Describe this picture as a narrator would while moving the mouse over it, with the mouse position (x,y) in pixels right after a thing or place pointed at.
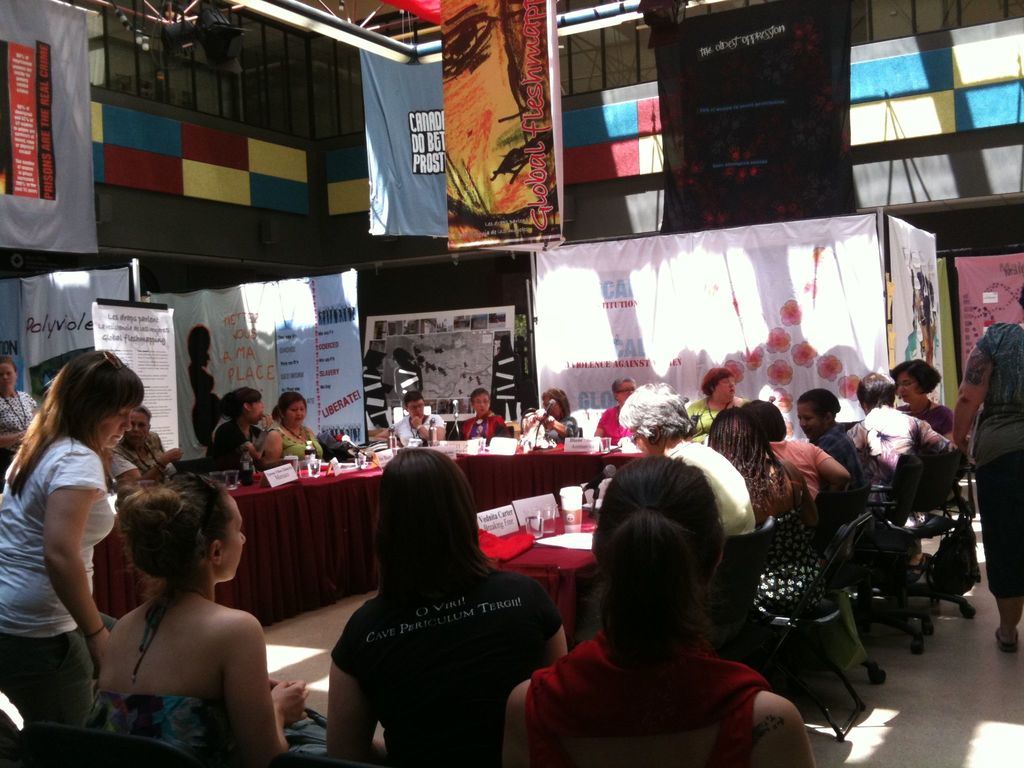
Group of people (470,550) sitting on chairs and few persons (9,429) are standing. We can see name boards (499,437) and some objects (578,518) on table (519,450). Background (158,340) we can see wall (354,171) and banners (767,129).
